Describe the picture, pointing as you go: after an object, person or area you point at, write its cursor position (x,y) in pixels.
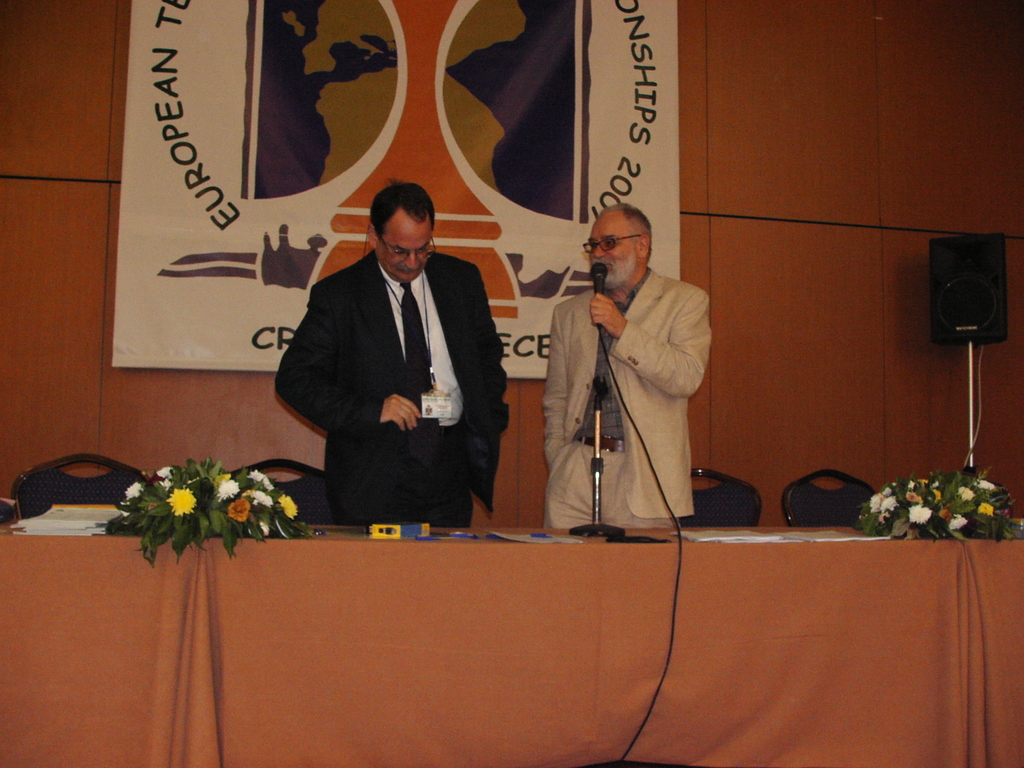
In this image I see 2 men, in which one of them is holding the mic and in front (135,758) there are tables (103,746) on which there are flowers (907,504). In the background (283,459) I see the chairs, a speaker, wall (900,273) and a banner (630,7).
